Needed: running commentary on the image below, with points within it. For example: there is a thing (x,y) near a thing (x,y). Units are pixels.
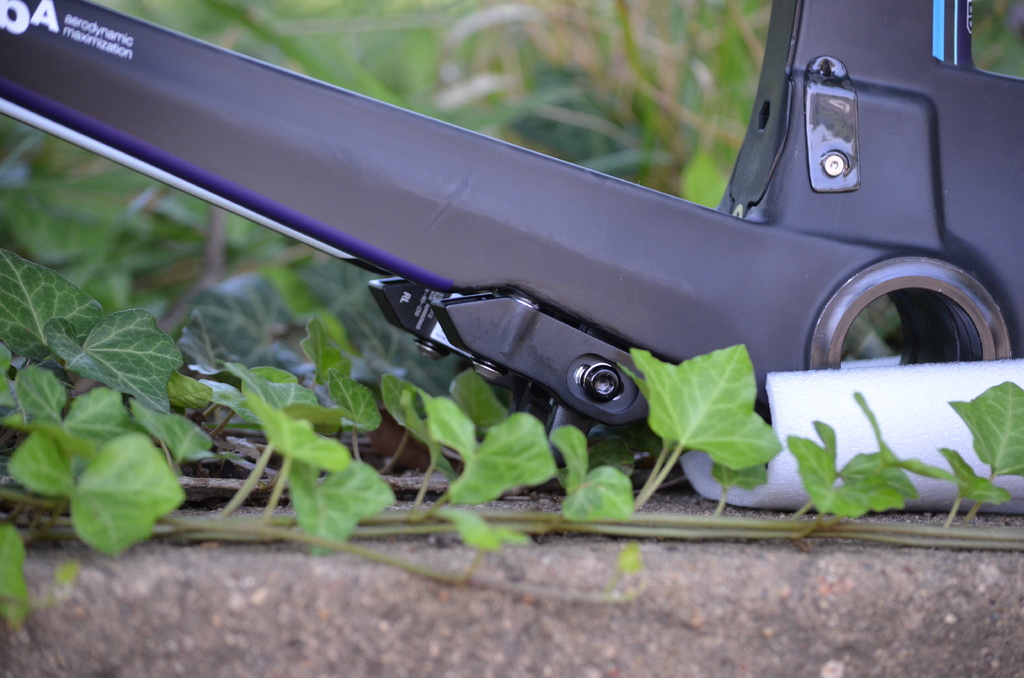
In this picture we can see one object (559,218) is placed on the land (85,660), side we can see few plants (144,420).
